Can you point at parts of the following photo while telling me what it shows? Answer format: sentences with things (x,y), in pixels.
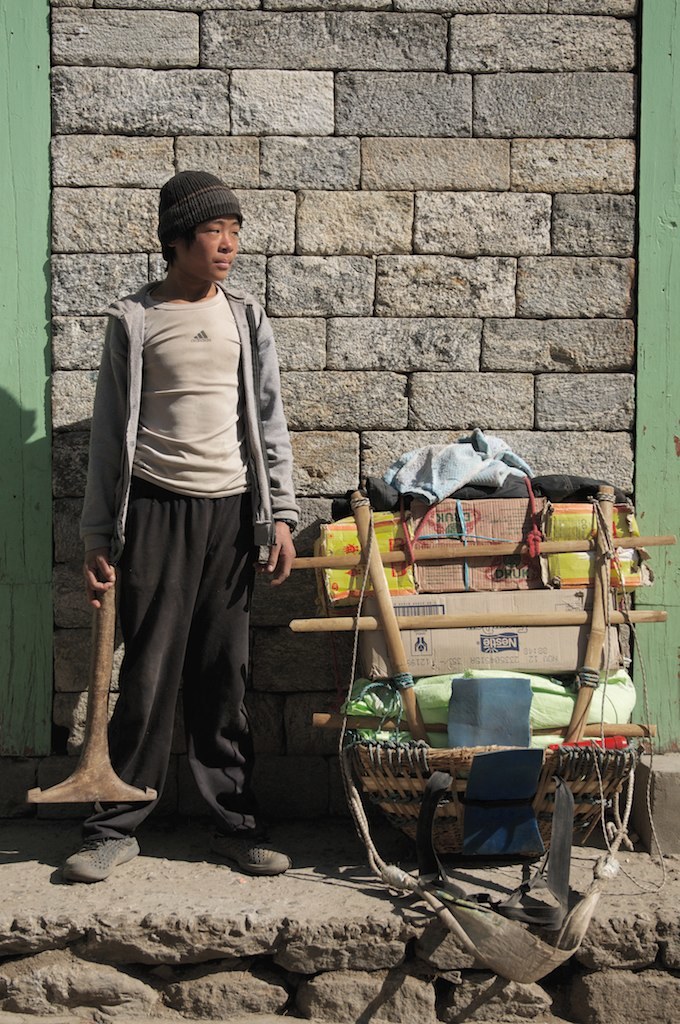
There is a person (174,451) standing and holding an object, beside this person (237,608) we can see card board boxes (516,515), clothes (492,736), basket (462,768), belts (429,832) and objects (458,736). Behind this person (143,458) we can see wall (531,52).
